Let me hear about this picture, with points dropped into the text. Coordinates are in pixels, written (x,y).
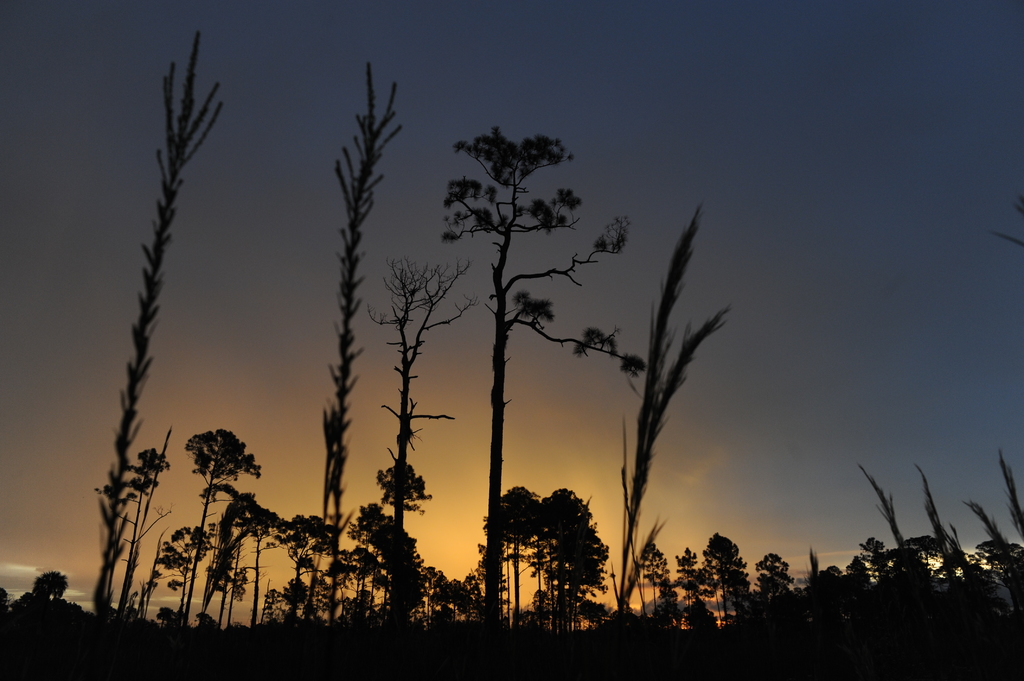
In this picture we can see some trees (360,538), plants (991,663) and also we can see sunset (358,477) in the picture.
